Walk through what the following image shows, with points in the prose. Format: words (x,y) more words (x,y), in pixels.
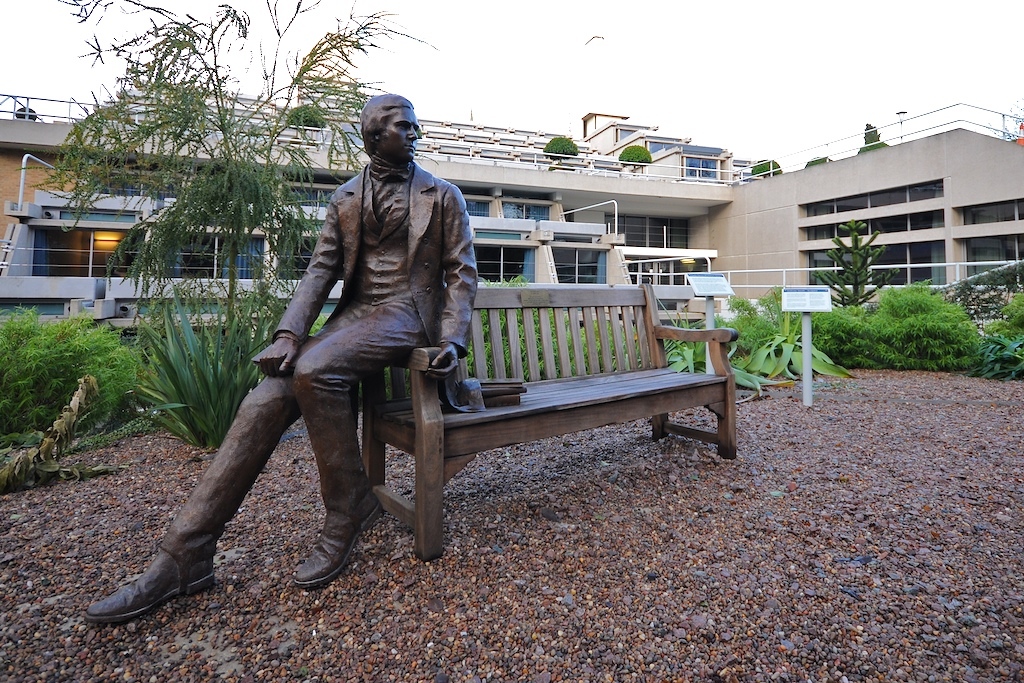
In the middle (544,388) there is a bench (523,374). On the left (329,327) there is a statue (333,313) of man (365,293). In the background (261,200) there is a house (751,215), plants (273,241), board (820,290), sky (807,59) and bird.
